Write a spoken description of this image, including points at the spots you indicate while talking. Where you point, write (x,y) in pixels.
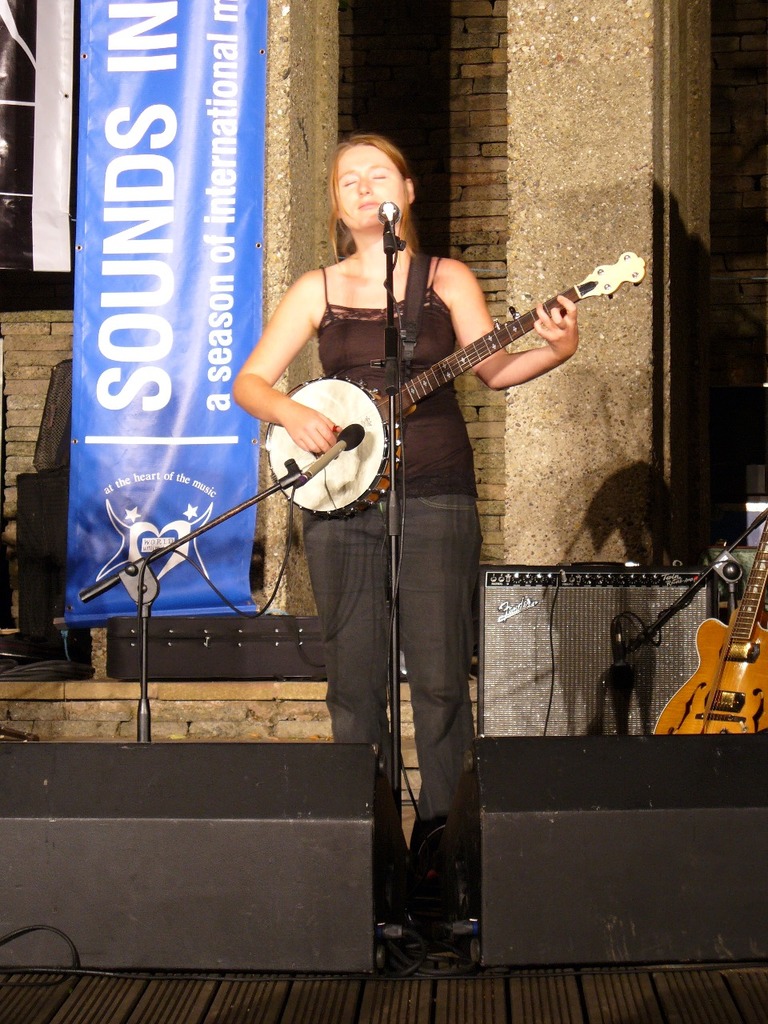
In this image I can see a woman (335,675) is standing and playing a banjo (387,450) in front of a microphone (353,430).
